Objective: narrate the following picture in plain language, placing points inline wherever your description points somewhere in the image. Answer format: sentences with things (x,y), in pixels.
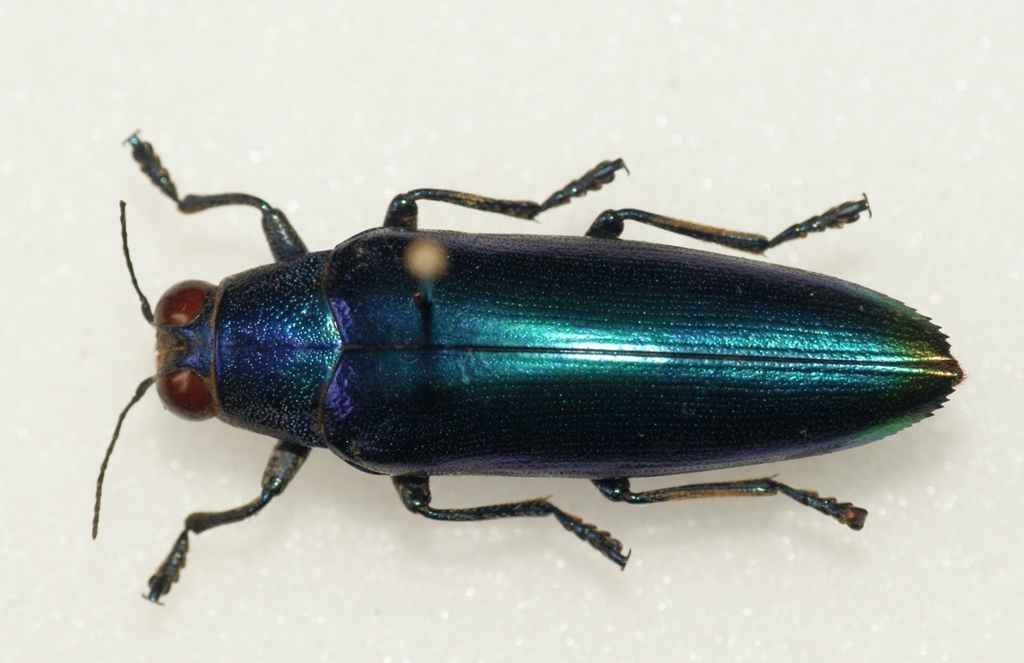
There is an insect (608,326), which is having six legs (186,211) on the white color floor (338,514). The background (343,531) is white in color.
